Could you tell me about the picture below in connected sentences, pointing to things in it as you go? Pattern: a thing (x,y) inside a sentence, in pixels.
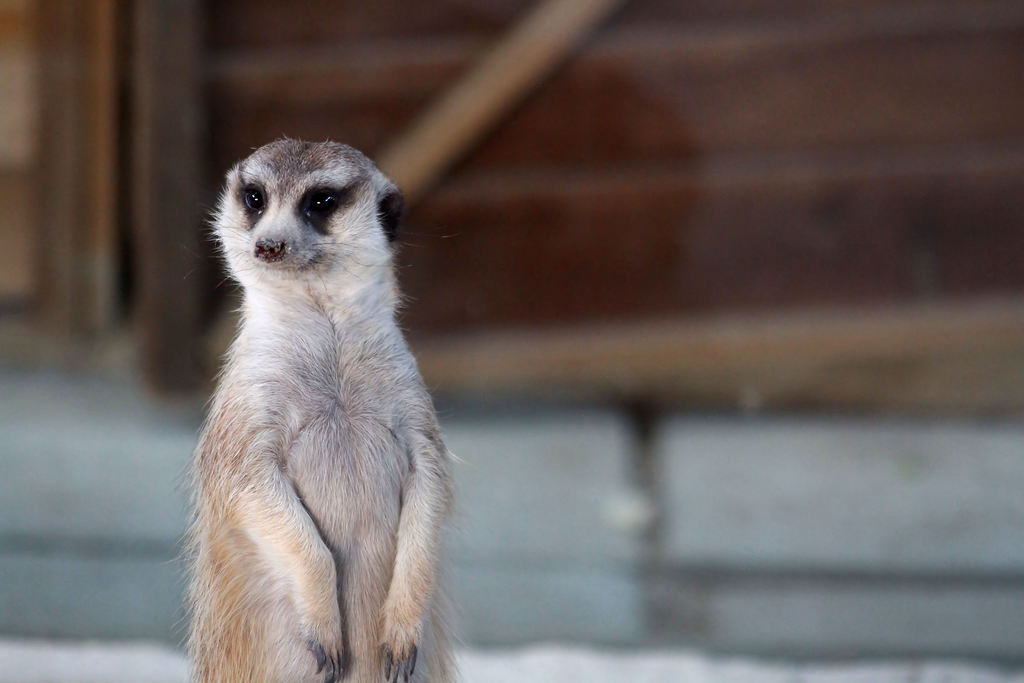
In this image I can see an animal (249,383) which is cream, black, white and brown in color. I can see the blurry background (746,154) which is white and brown in color.
